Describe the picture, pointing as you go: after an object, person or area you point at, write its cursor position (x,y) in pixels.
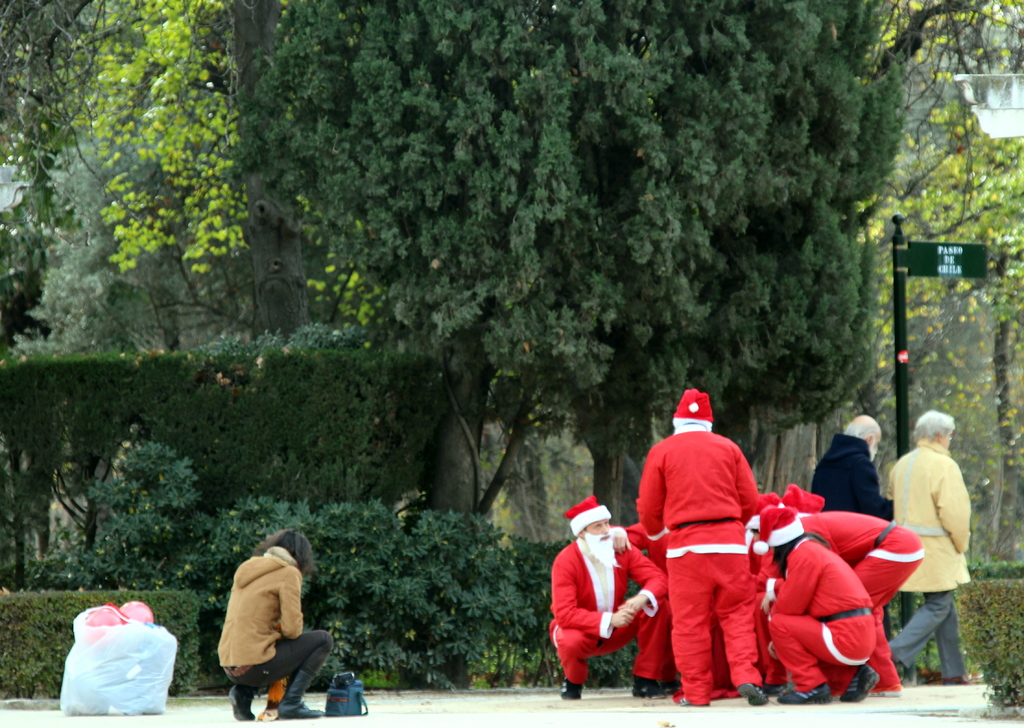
In this image we can see there are few persons (634,609) sitting and a few persons (931,434) walking and standing on the ground (180,704). And at the back (923,339) there are trees (853,286), plants (245,418) and board (940,270) with text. And there is a cover (135,635) with few objects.
